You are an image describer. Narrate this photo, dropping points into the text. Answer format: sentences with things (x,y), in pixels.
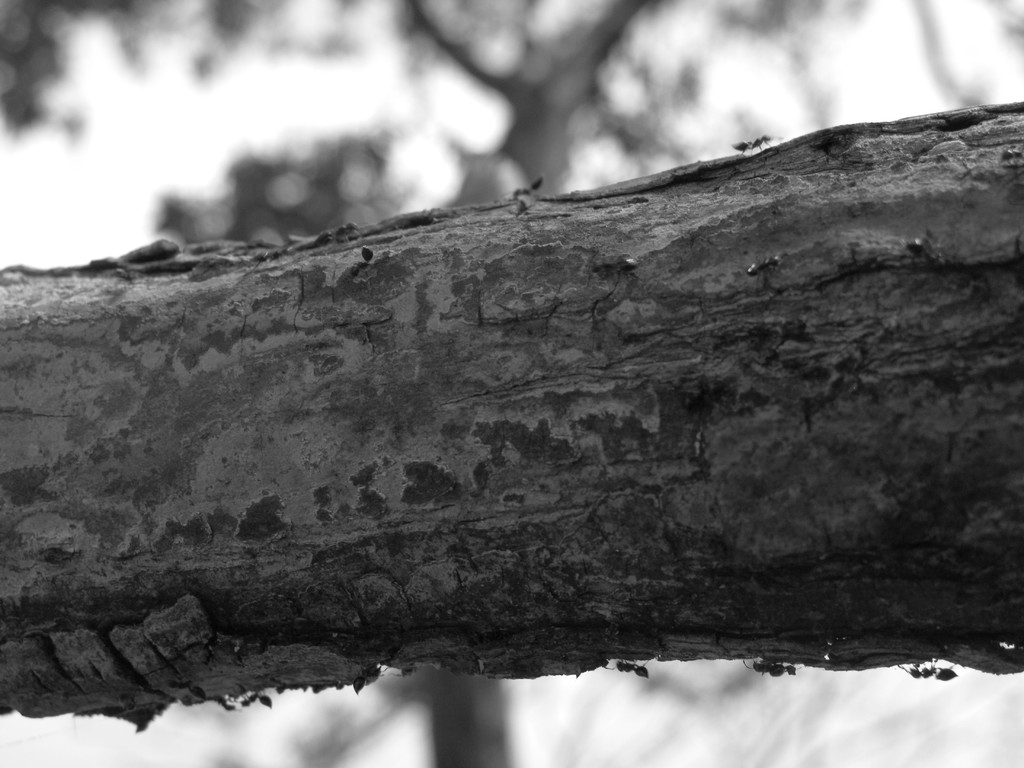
This is a black and white image. Here I can see a trunk (431,426). The background (35,118) is blurred.
